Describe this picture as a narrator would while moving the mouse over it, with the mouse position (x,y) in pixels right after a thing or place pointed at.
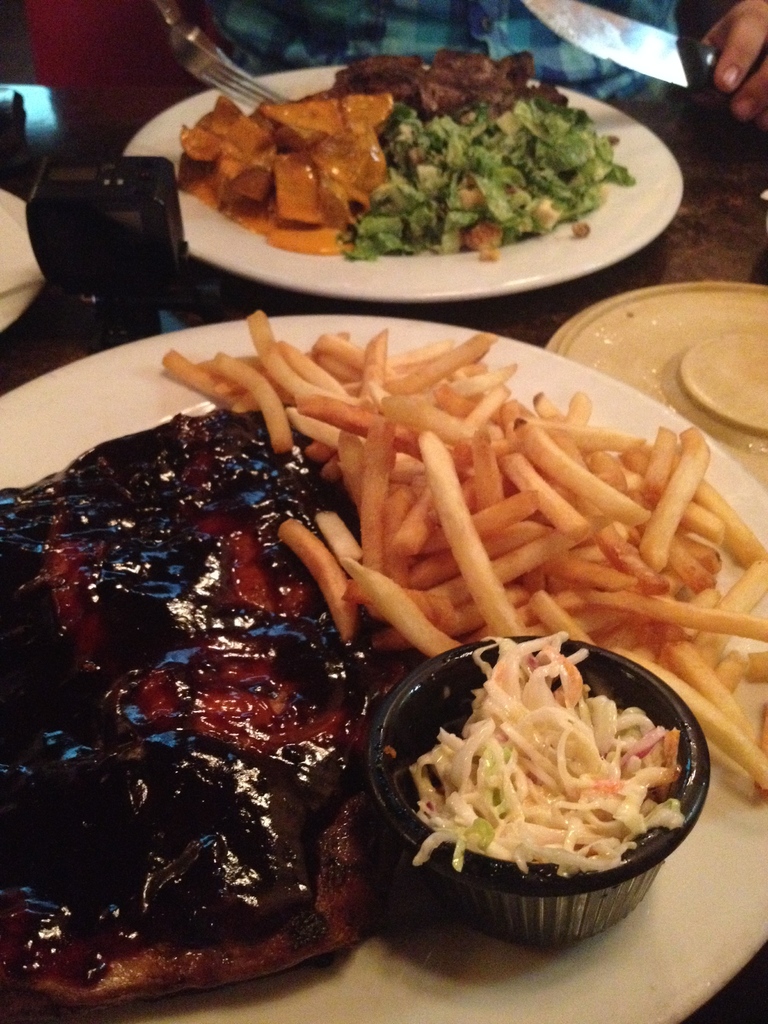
In this image we can see some person (558,58) holding the knife (705,64). We can also see the plates (622,408) of food items (592,639). We can also see a bowl (615,893) of food (591,746). Image also consists of some other objects (601,331) on the table (713,221).
